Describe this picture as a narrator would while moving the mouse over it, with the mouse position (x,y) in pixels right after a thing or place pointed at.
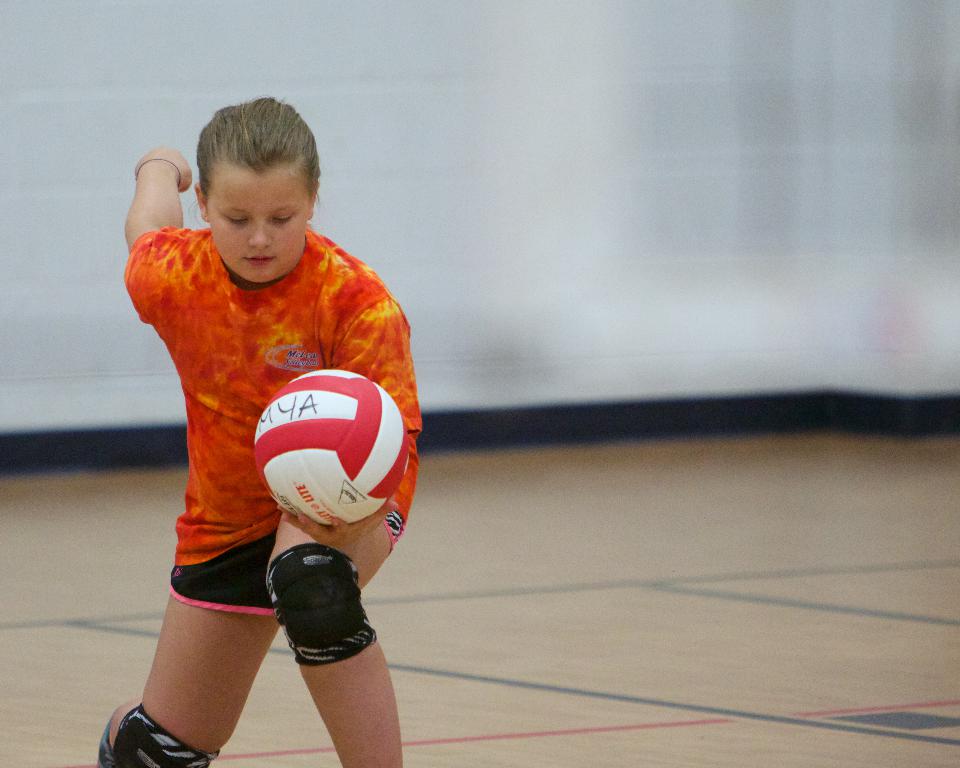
In this image, we can see a person (235,408) wearing knee caps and holding a ball (332,430). In the background (598,112), there is a wall (634,181) and at the bottom (593,641), there is a floor (593,641).
